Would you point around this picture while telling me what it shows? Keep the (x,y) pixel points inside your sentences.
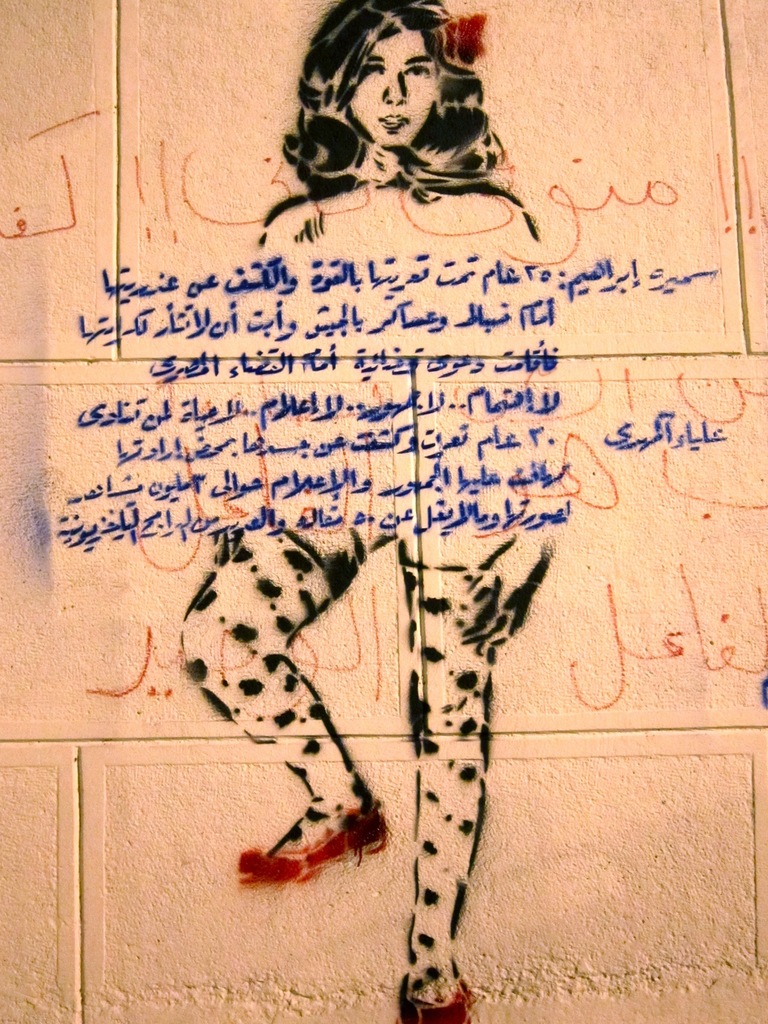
We can see painting (265,556) of woman (246,605) and something written on a wall (600,237).
